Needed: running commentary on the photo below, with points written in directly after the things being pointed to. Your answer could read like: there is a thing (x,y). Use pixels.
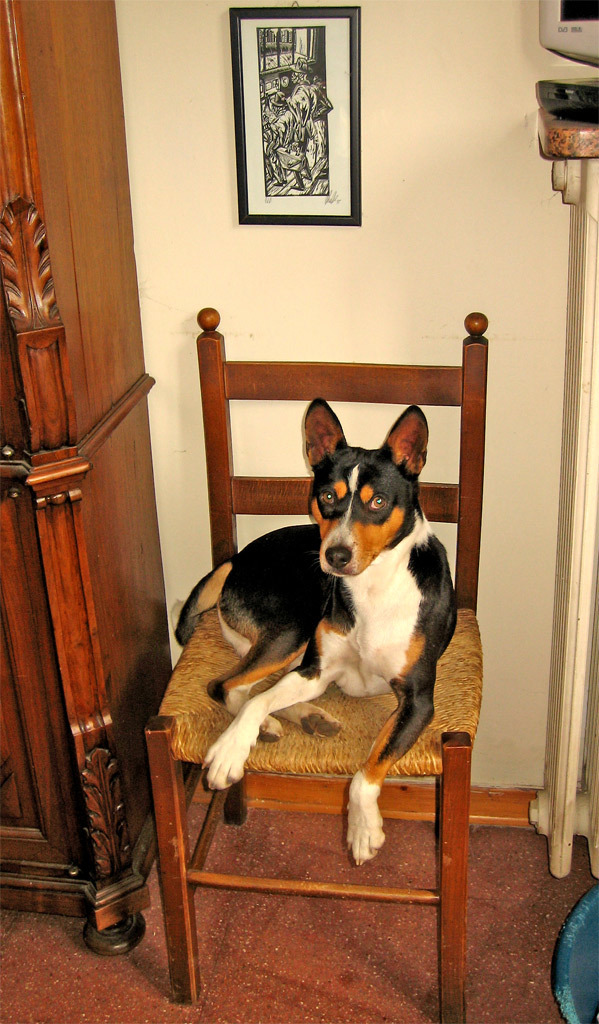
In the picture I can see a dog (422,459) on the wooden chair (447,838). It is looking like a wooden cabinet (119,521) on the floor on the left side (138,365). I can see a photo frame (246,74) on the wall (362,149) at the top of the picture (274,149).
